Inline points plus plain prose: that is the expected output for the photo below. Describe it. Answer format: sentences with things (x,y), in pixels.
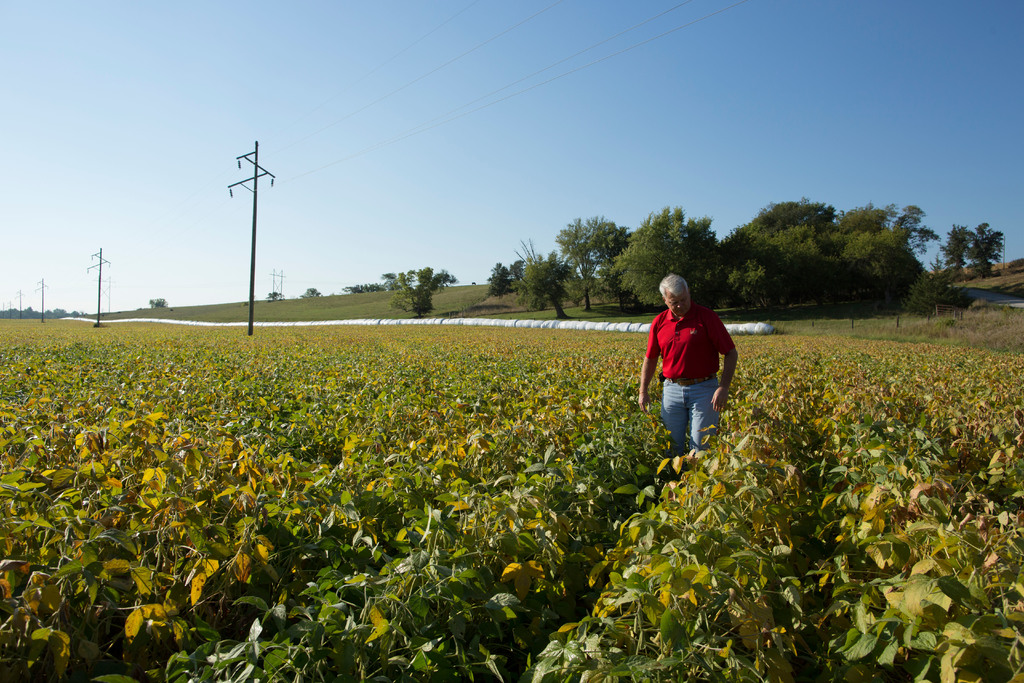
In this image there are plants (250,458), in the middle of the plants (669,472) there is a person (684,437) standing. In the background (583,286) there are trees (307,293), few utility poles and a sky (184,255).
